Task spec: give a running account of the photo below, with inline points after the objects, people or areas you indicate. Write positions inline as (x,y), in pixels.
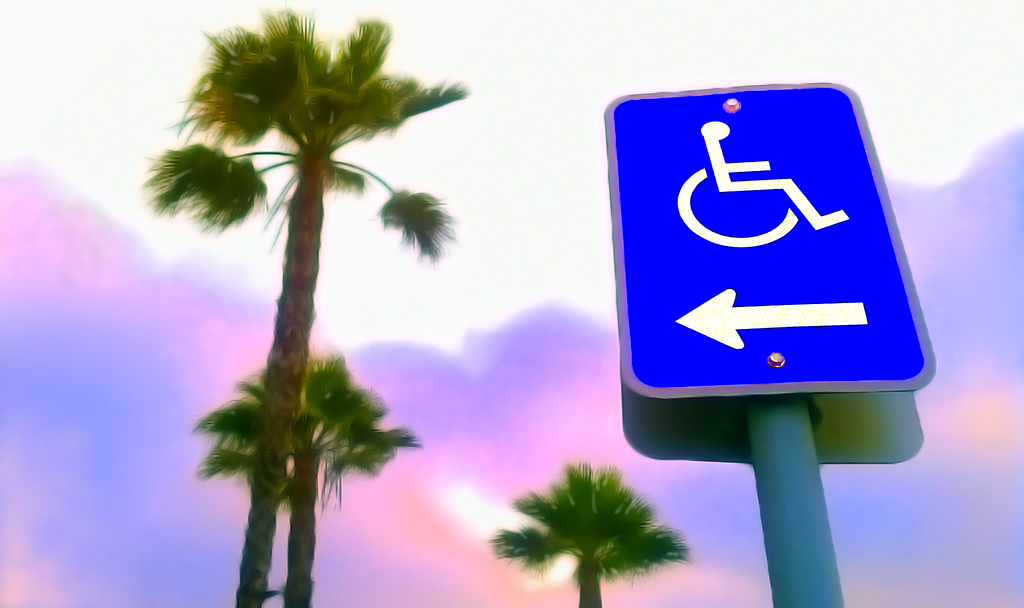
In the picture we can see a pole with a signboard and beside it, we can see some palm trees (318,406) and behind it we can see the sky (463,462) with clouds (438,402).
